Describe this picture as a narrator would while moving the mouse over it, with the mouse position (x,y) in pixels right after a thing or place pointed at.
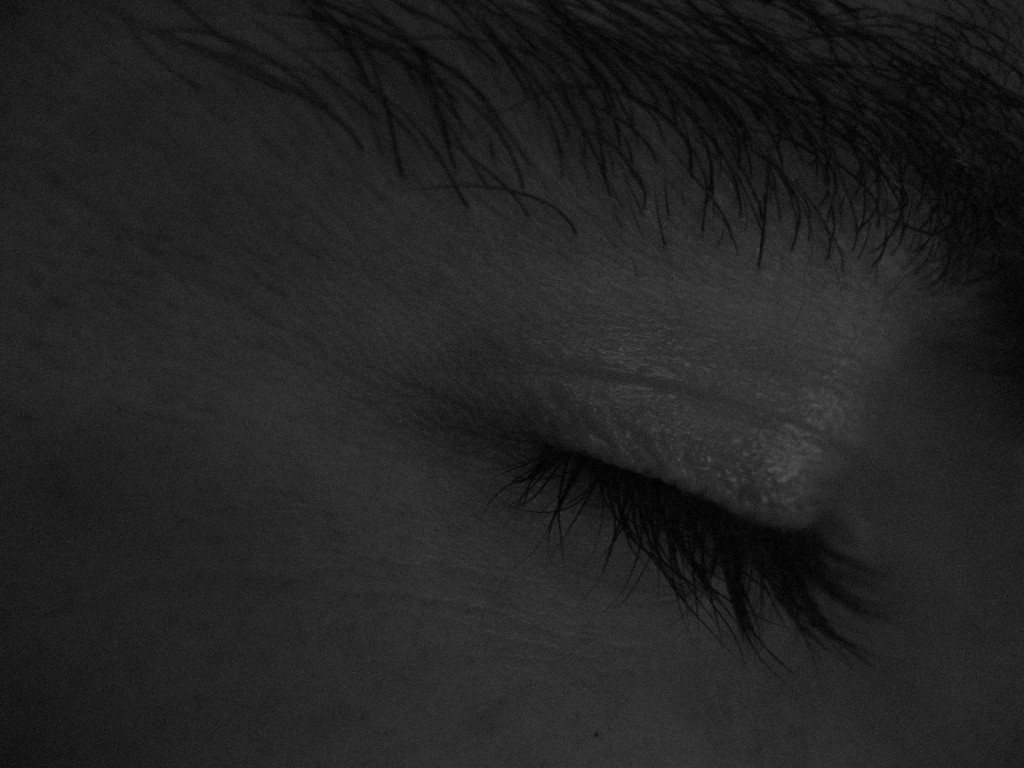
In this image we can see an eye (652,531) and eyebrow (495,134) of a person (238,276).
